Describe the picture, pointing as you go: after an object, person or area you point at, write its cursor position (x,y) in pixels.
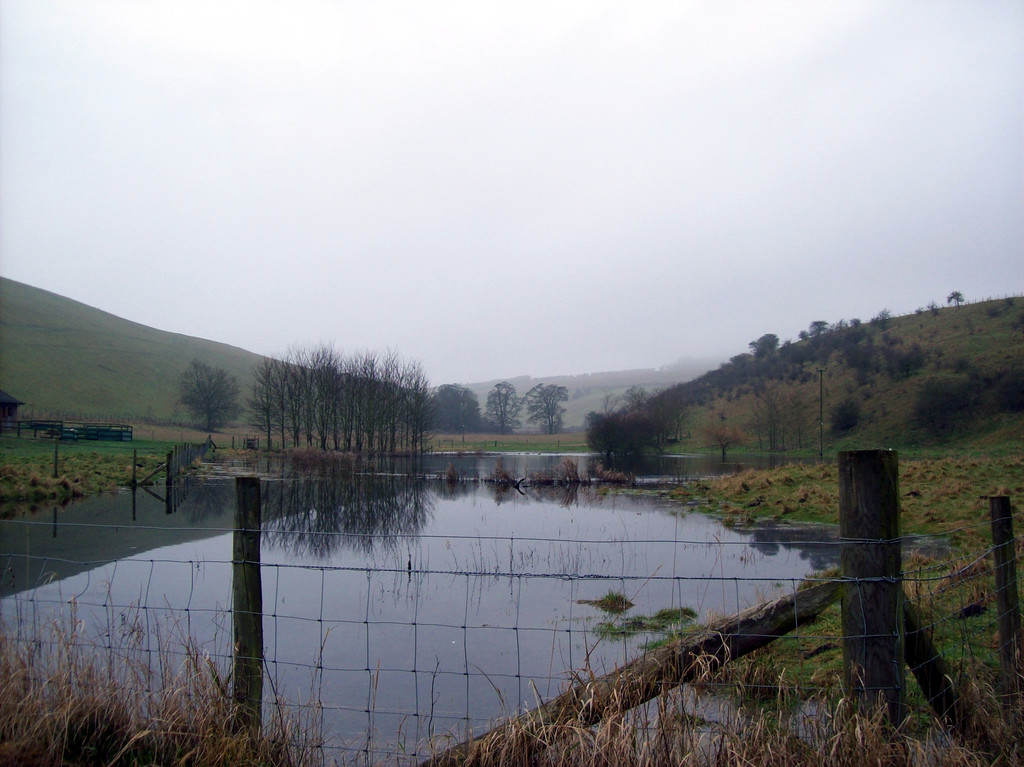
In the image we can see water (174,492), fence (245,664) and poles (255,638). Here we can see grass (137,730), trees (633,447), hills (703,437) and the sky (390,158).
